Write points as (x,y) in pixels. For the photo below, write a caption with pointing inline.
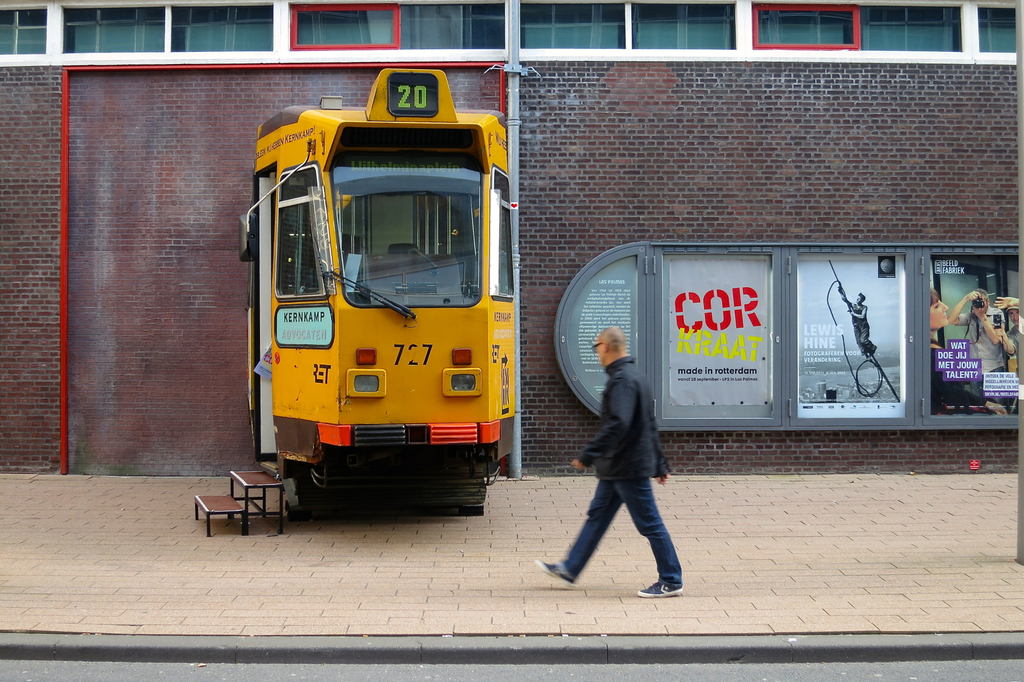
This is the person (643,471) walking. This looks like a locomotive (366,449). These are the stairs (238,499). I think this is a building (133,48) with the windows (717,37). These are posters (680,302), which are attached to the wall (911,157). I think this is the pathway (697,570).
